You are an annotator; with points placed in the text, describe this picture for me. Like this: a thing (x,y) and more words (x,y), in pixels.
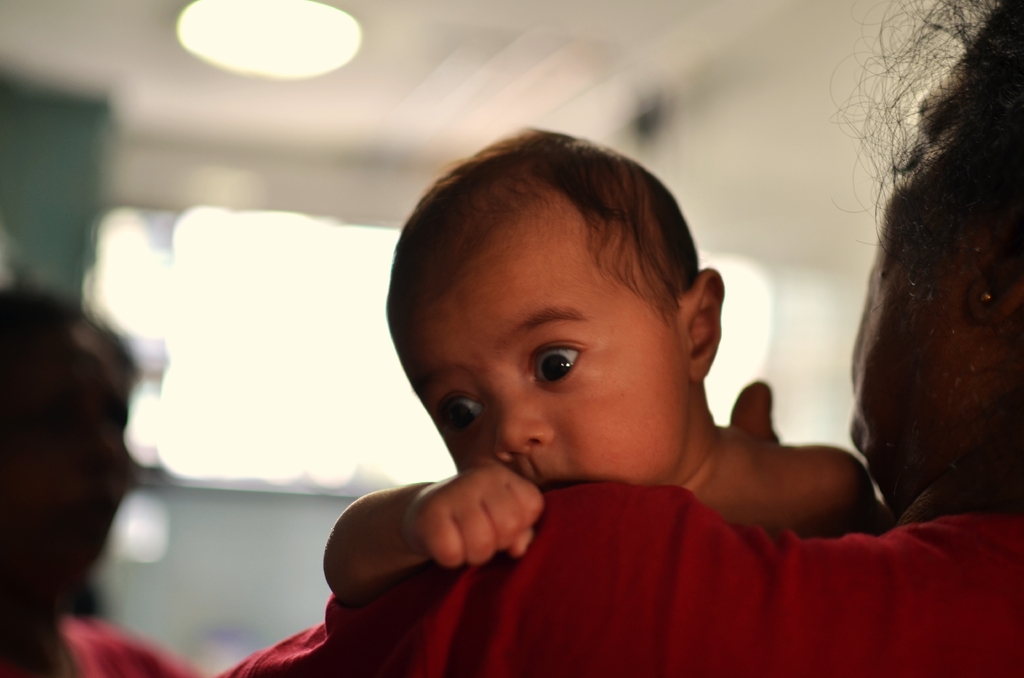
In this image we can see a woman (261,675) carrying a baby (822,455). There is another woman (90,357) to the left side of the image (90,357). The background of the image (135,313) is blurry.
